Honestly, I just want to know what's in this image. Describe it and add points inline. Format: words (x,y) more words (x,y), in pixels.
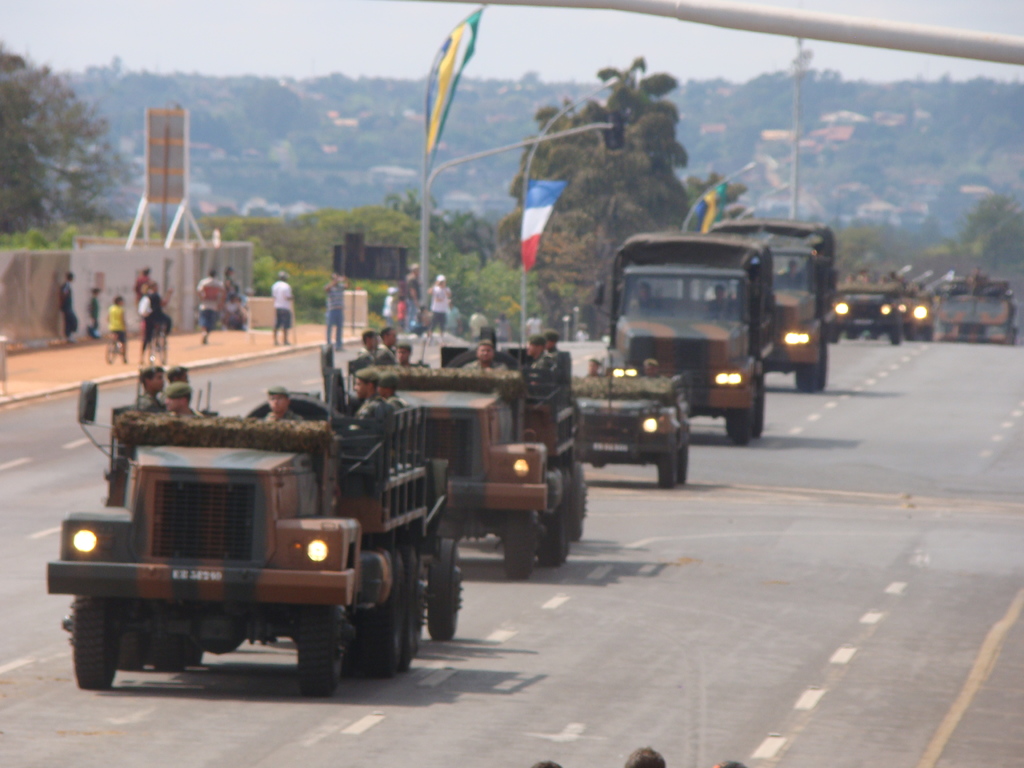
In this picture we can see vehicles (311,460) on the road (910,345) with some people (171,401) on it and some people (74,326) on a footpath (258,339), bicycles (150,350), flags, poles (422,234), board (188,167), trees (77,157), lights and in the background (292,50) we can see the sky (255,19).
